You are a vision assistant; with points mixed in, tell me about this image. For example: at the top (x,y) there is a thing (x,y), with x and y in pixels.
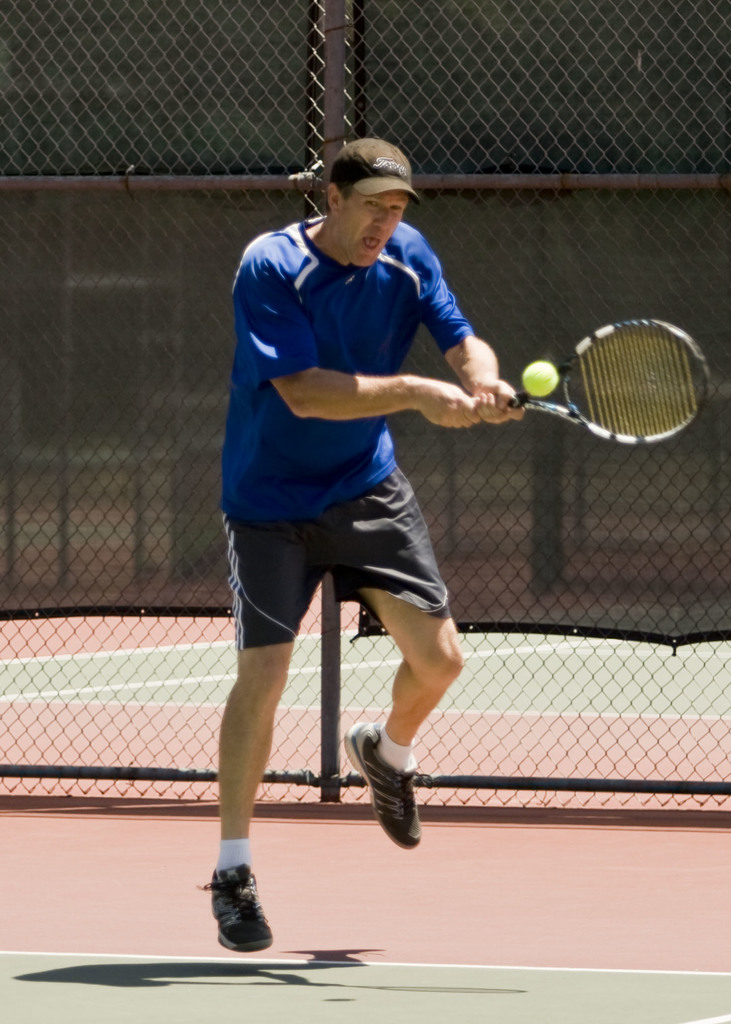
Here a man (316,573) is jumping and hitting the ball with tennis racket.
